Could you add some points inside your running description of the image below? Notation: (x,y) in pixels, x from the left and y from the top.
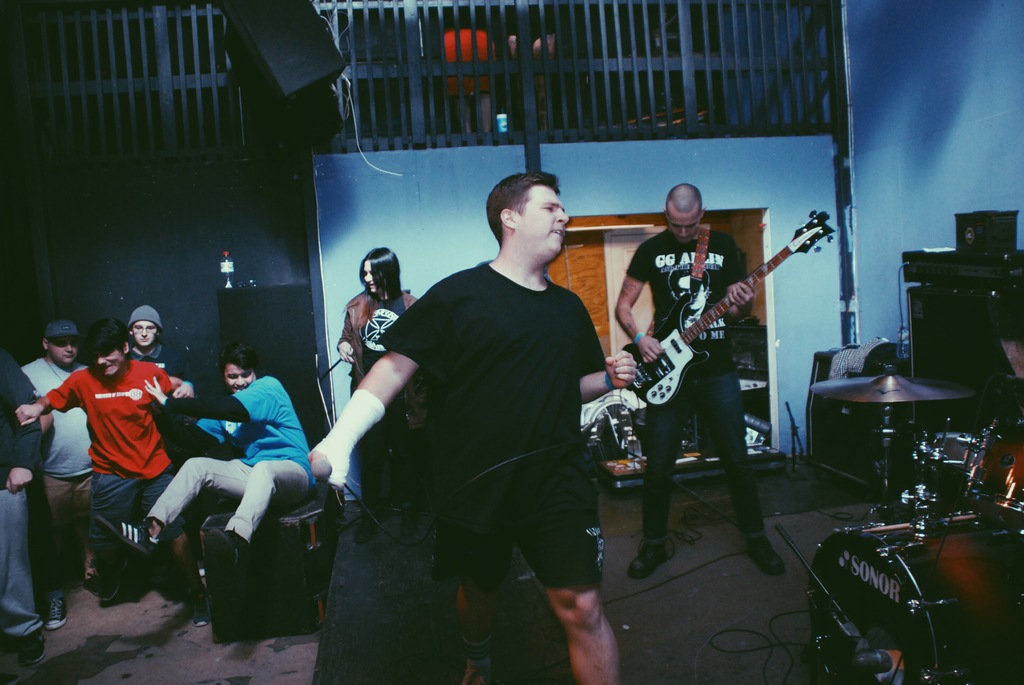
In this picture there are some people (496,402) standing. One guy (684,268) is playing a guitar (671,358) here. Some of them was sitting. One guy (466,550) is dancing and there are some musical instruments (913,554) here. In the background (384,213) there is a wall (341,200).
